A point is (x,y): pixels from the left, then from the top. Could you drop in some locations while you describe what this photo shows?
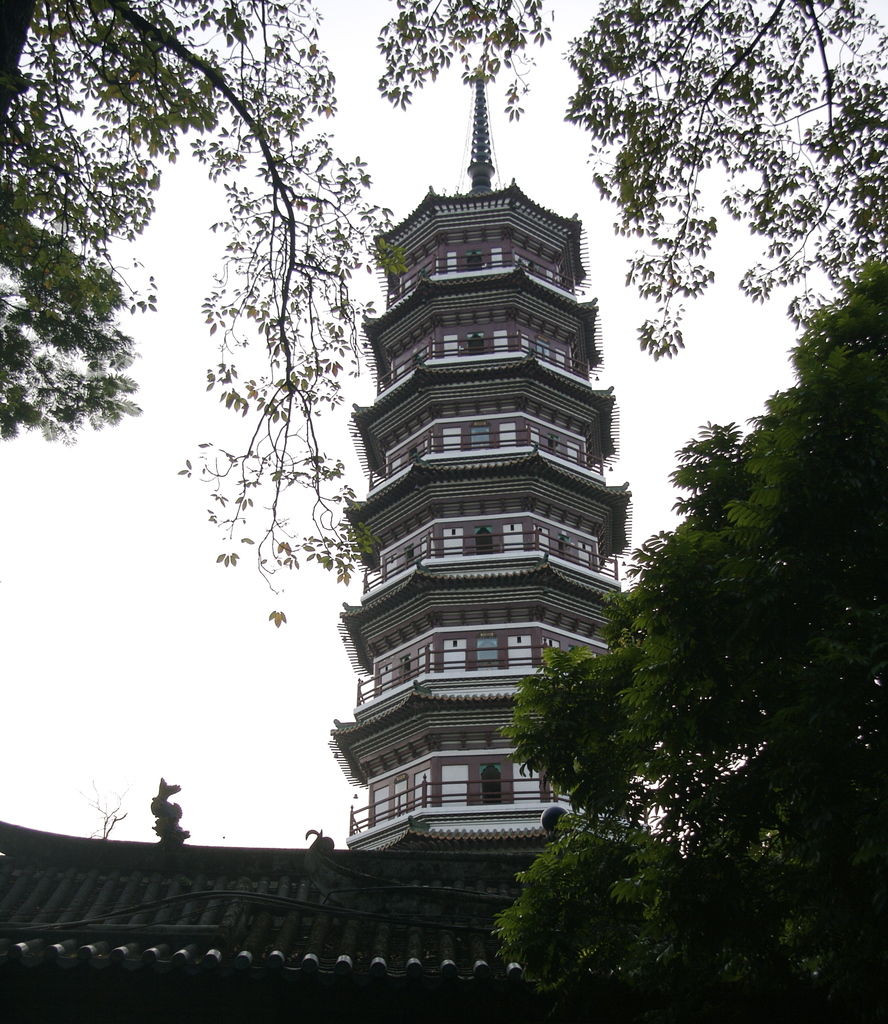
In this image I can see a tower (485,699) in the middle (561,345) and I can see trees (17,354) and the sky (21,611) visible in the middle (304,450).
